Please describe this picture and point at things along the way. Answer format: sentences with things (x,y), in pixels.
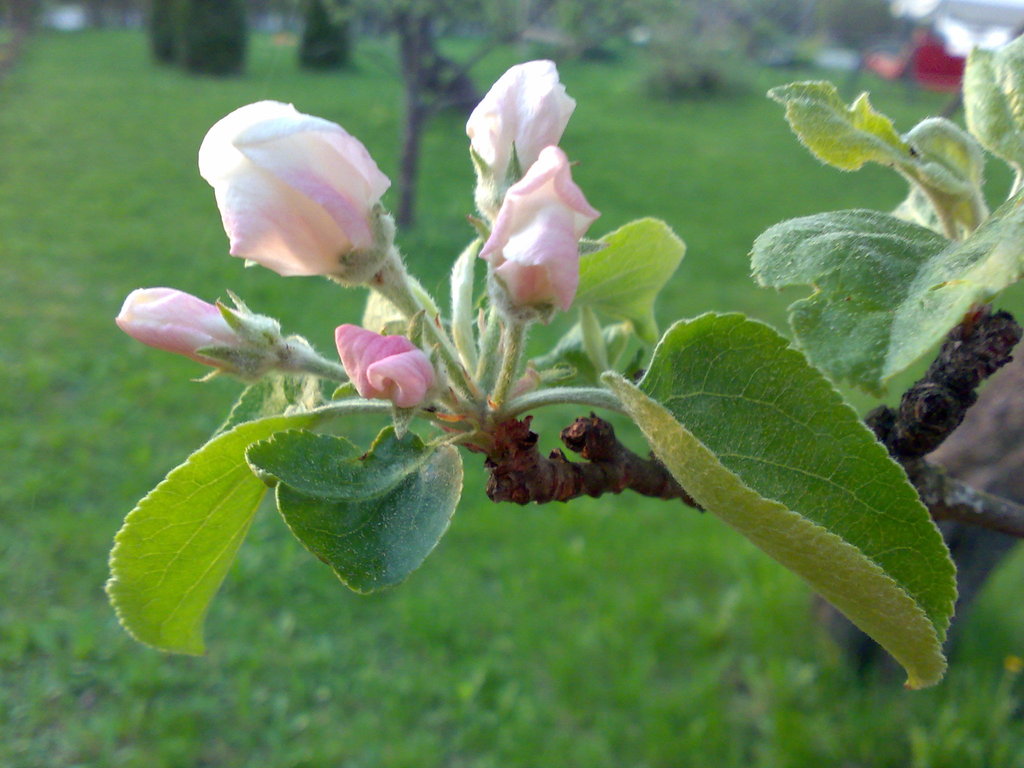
In this picture we can see flowers (281,246), trees (975,334), grass (147,209) and in the background (637,3) we can see some objects (859,57) and it is blurry.
